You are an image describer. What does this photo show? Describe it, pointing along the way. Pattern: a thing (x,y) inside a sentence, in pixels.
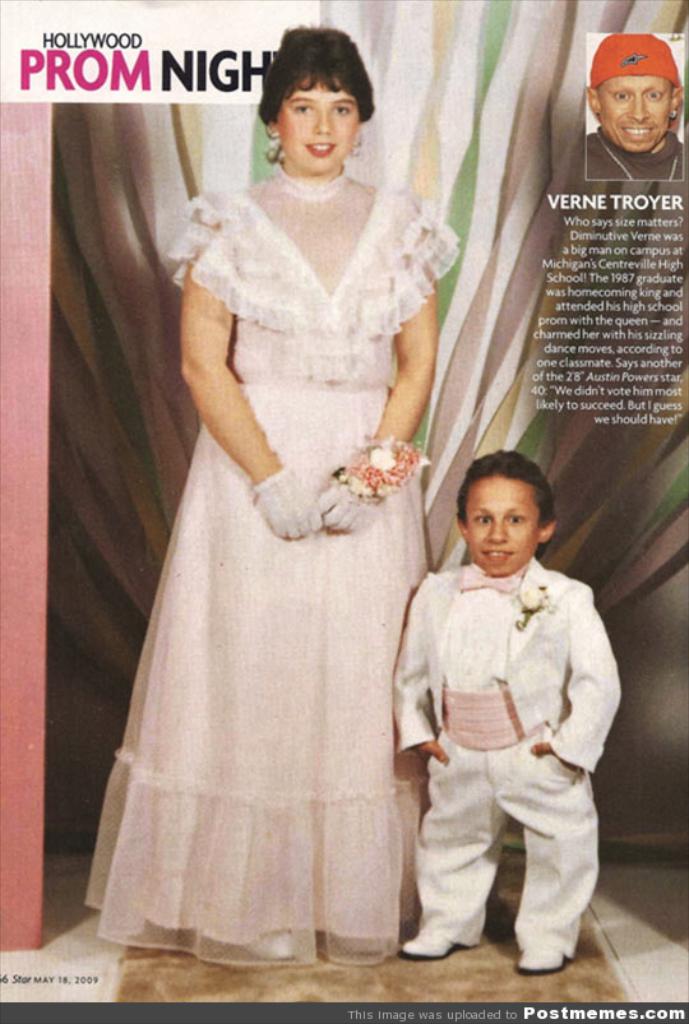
In this image I can see a photo (394,273), in the photo (174,226) I can see woman (256,721) wearing a gown (255,259) and gloves (267,495) she is smiling and beside her I can see a man (512,580) wearing a white color dress (569,627) and I can see text (569,203) and I can see another person (631,81) in the top right (669,110) at the bottom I can see text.
